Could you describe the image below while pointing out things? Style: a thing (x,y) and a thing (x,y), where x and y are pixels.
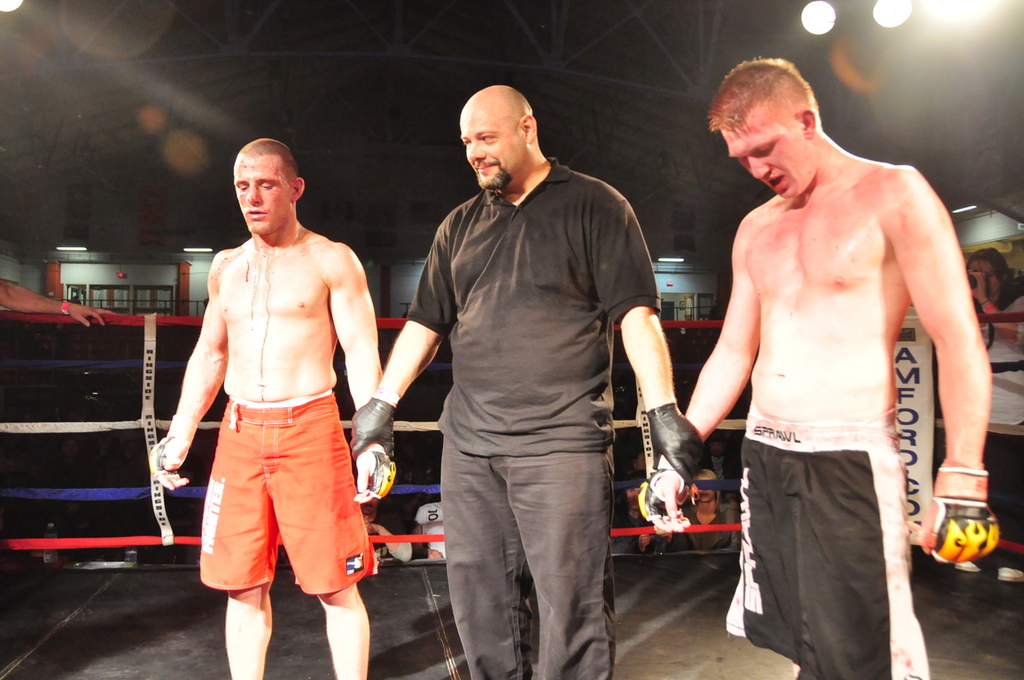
In this picture there are three persons (599,385) standing. At the back (62,497) there is a fence (151,354) and there are group of people (59,467) and there are windows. On the left side of the image (23,311) there is a person (8,308) standing. On the right side of the image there is a person (967,561) standing and holding the camera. At the top (978,5) there are lights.
